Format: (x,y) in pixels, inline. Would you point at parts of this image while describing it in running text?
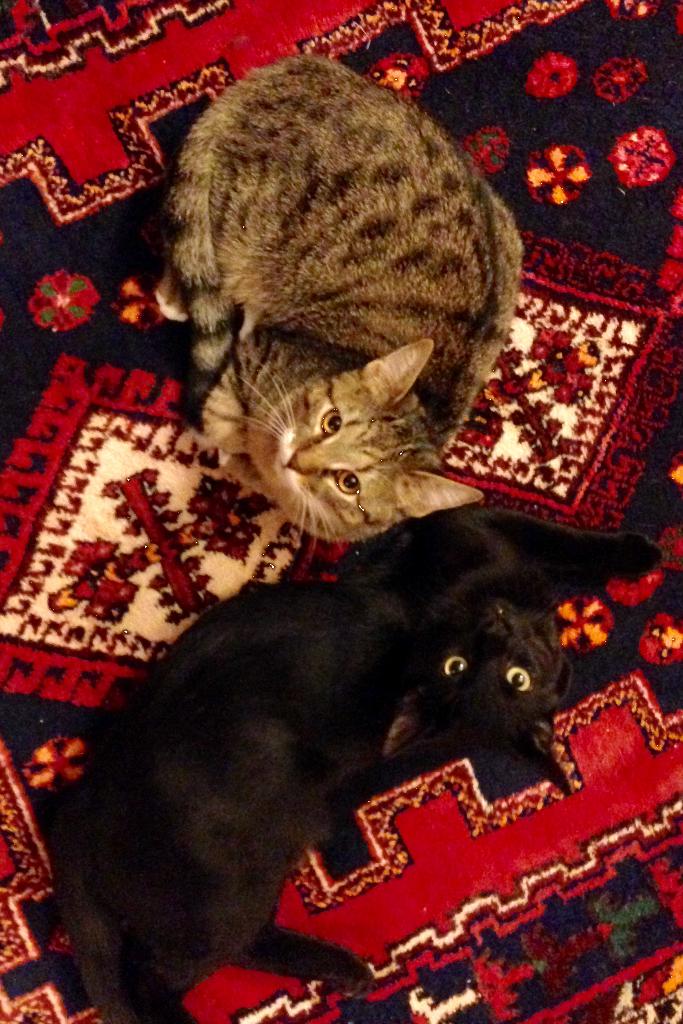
In the picture we can see a rug (655,923) on it, we can see two cats (502,708) are lying and looking up and one cat (87,820) is black in color and one is brown and dark marks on it.
